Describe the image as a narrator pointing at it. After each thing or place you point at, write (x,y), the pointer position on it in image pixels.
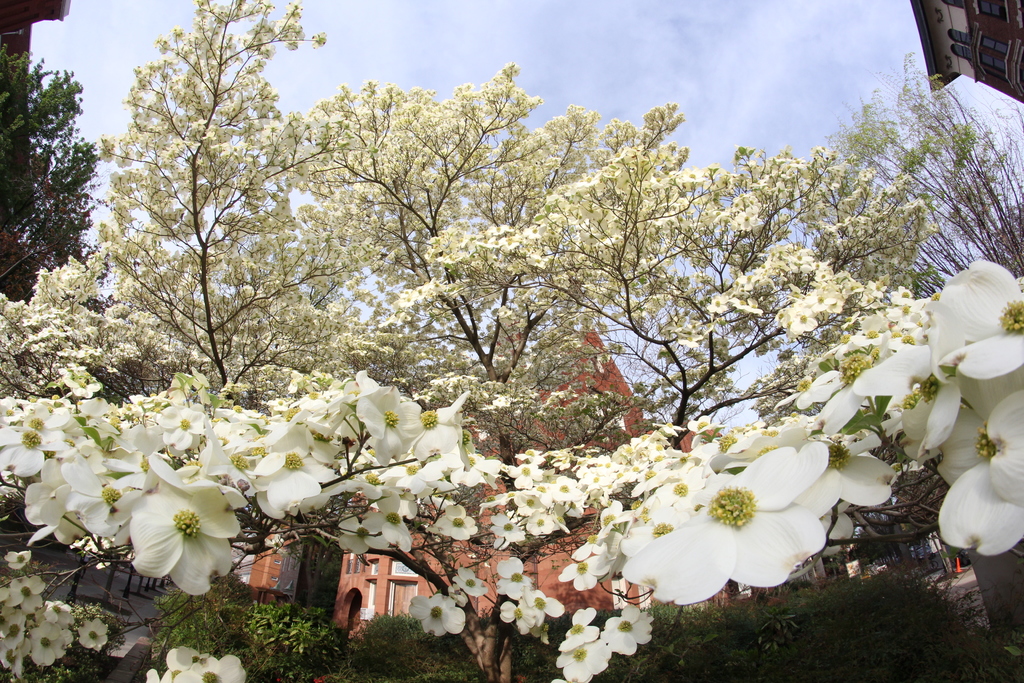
In this image I can see few trees (602,266), white colour flowers (602,276), few buildings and the sky (747,115) in background (704,88).
